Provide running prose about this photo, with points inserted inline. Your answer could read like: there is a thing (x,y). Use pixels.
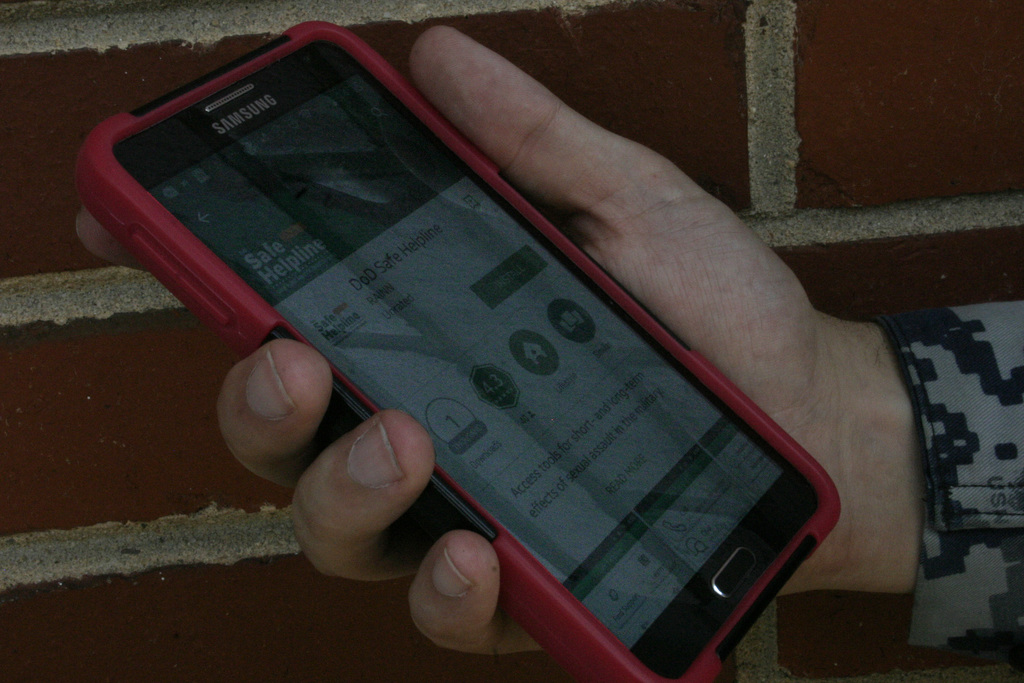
In this picture I can see a person's hand (672,258) who is holding a mobile phone (303,190) and I see something is written on the screen (599,410) and I see a word (236,113) written on top of the phone (287,96). In the background (84,558) I see the wall (577,50).
